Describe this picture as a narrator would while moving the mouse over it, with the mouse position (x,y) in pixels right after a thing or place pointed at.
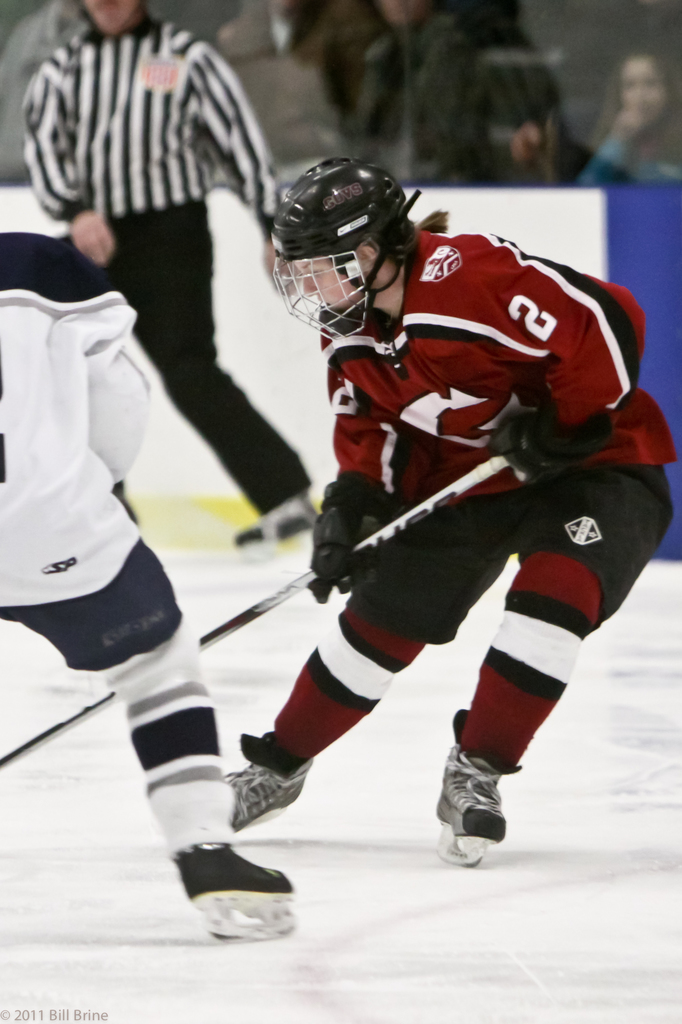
In this picture we can see two persons (364,465) are playing ice hockey, a person (467,394) on the right side (467,394) is wearing a helmet (316,276) and holding a stick (410,513), we can also see some people (128,70) in the background (430,75).
